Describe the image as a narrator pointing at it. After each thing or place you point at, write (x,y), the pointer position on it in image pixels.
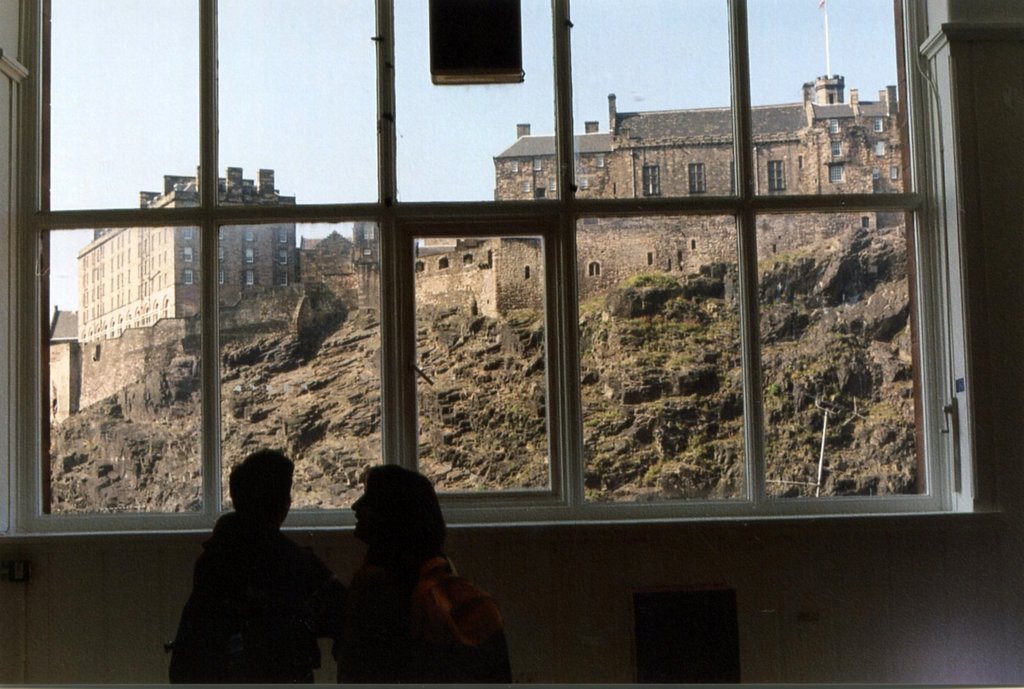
In the image in the center (475,379) there is a wall (849,551), glass window (646,372) and two persons (444,542) were standing. Through glass window (499,231), we can see the sky (302,96), buildings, windows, roof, wall (788,183) etc.
